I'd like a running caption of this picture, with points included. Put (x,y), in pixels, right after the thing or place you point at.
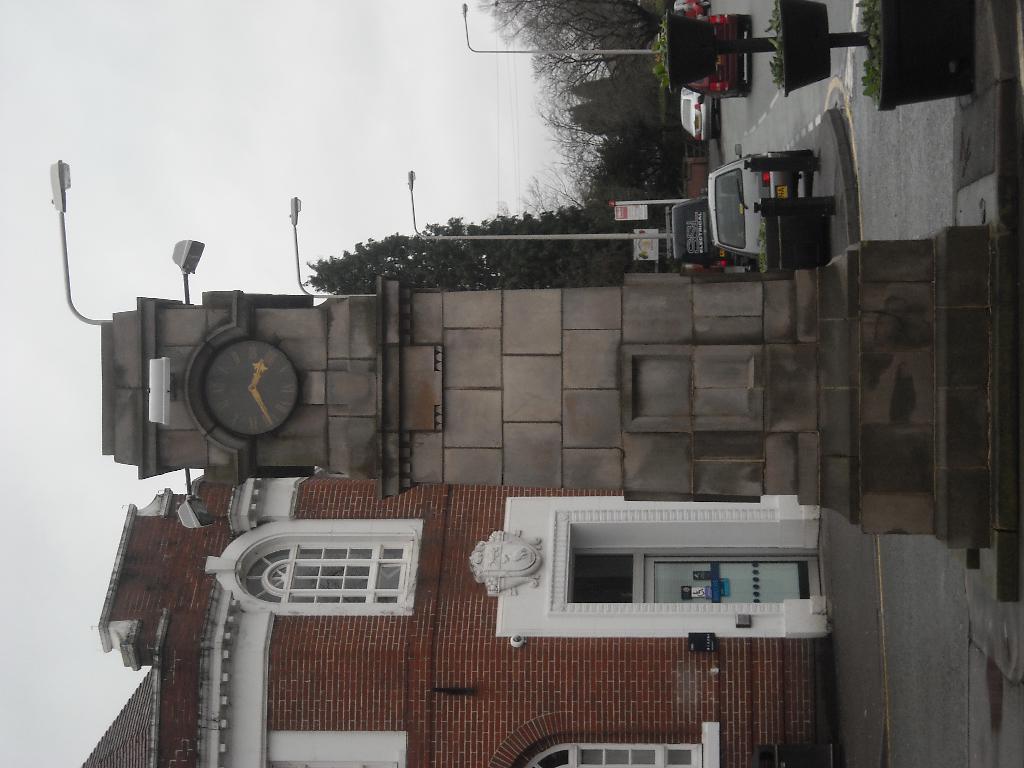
In this picture we can see clock tower (699,296), vehicles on the road (871,231), building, light poles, trees (611,184), plants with pots (675,20) and boards (630,217). In the background of the image (412,114) we can see the sky (321,209).
